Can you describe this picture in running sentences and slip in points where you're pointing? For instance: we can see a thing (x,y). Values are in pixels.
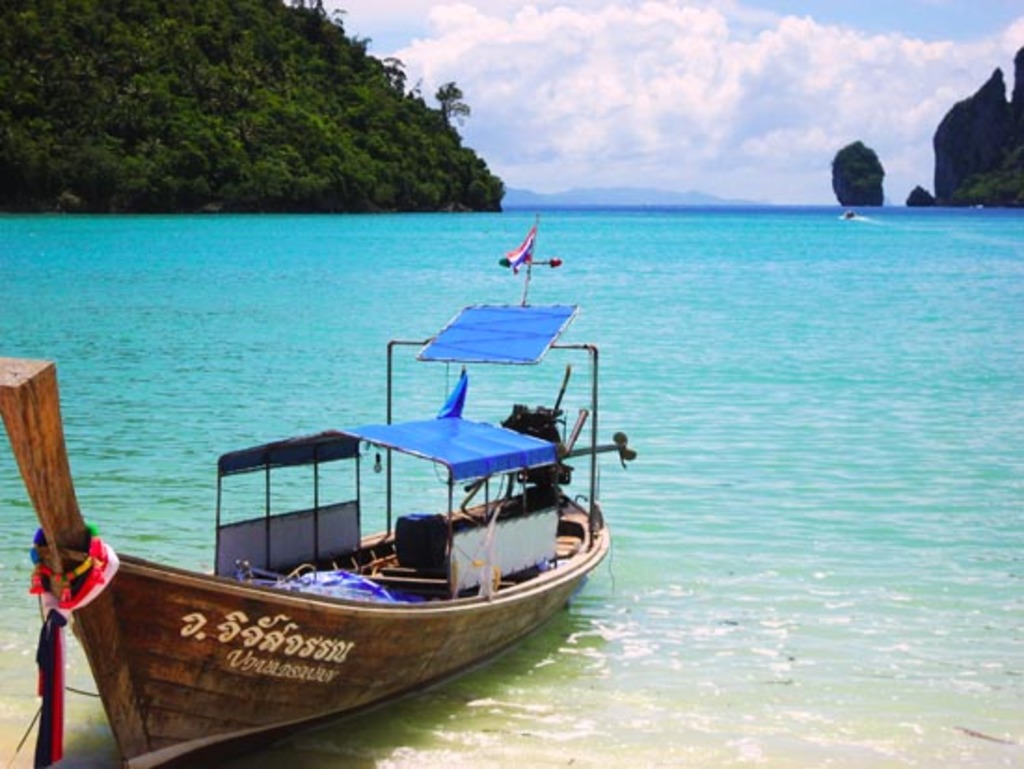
On the left side (244,686), there is a boat (329,661) on the water (472,685). In the background (202,80), there are mountains (596,192) and there are clouds (962,60) in the sky (926,63).
